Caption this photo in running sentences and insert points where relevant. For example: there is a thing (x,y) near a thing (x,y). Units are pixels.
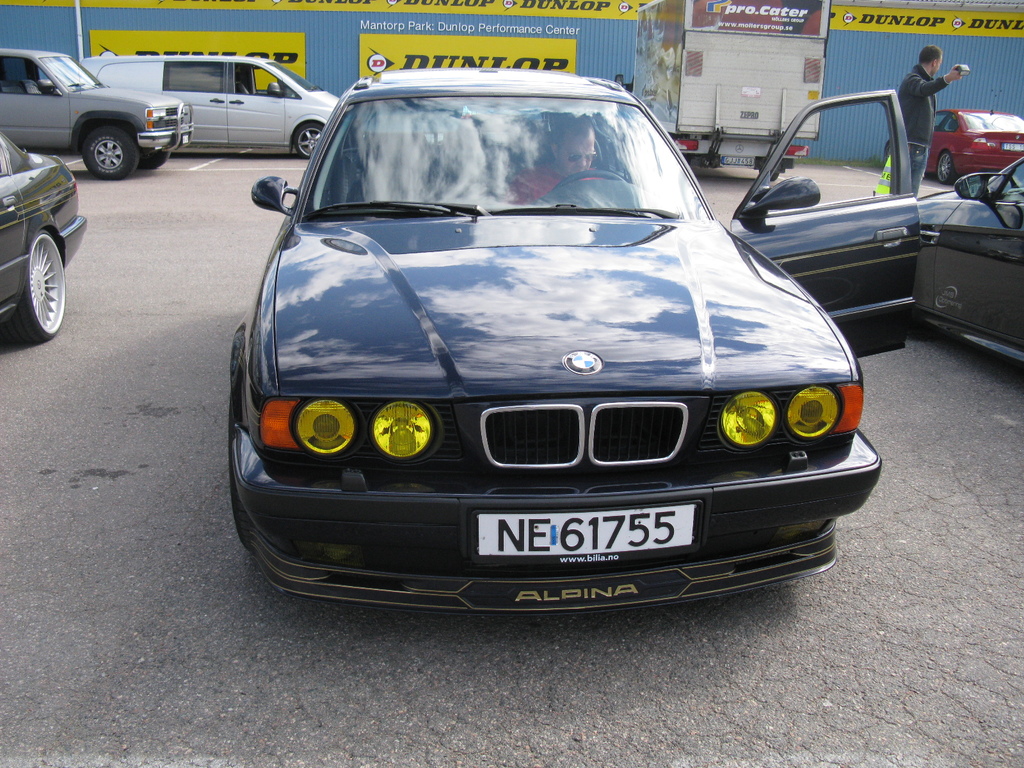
This is an outside view. Here I can see few cars (571,108) and a truck (708,79) on the road (157,358). On the right side (920,95) there is a man (915,133) standing facing towards the right side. Here I can see a person (570,154) sitting inside the car (560,182). In the background (453,29) there is a shed (428,29) on which I can see some text (486,56).
